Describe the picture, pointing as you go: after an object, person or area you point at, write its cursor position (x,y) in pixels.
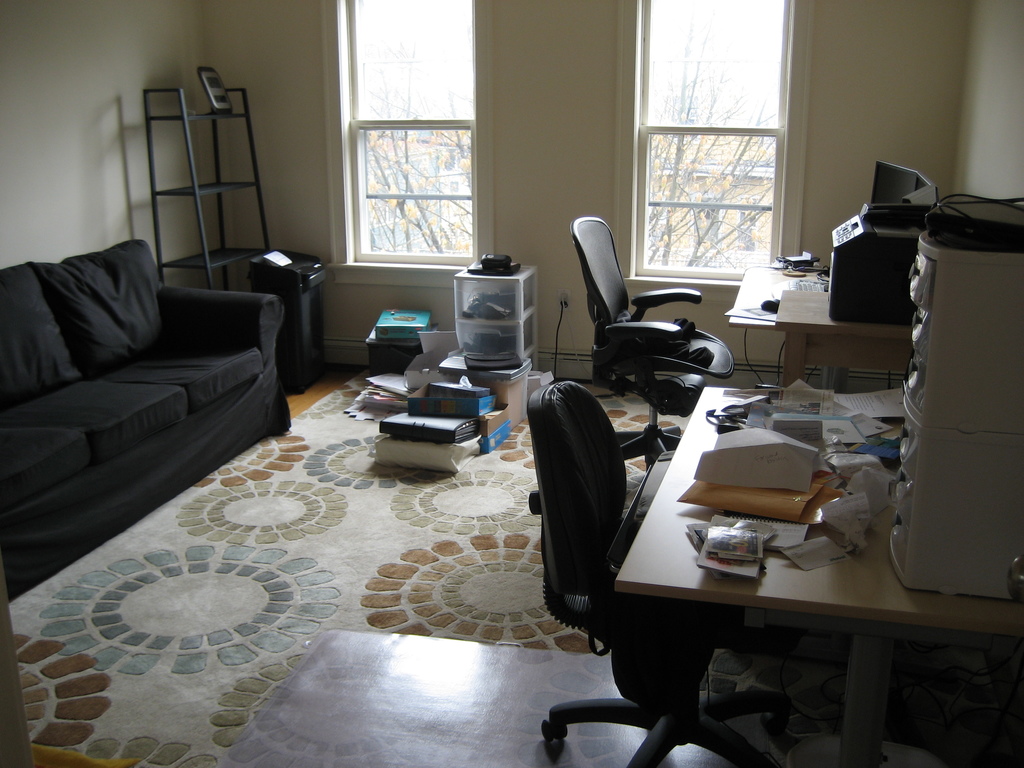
In this image i can see a table (1000,611), 2 chairs (577,477) and a couch (103,412) on the left corner (96,429), i can also see some objects (494,327) on the background (433,327) and a wall (524,158) and 2 windows (651,185).
